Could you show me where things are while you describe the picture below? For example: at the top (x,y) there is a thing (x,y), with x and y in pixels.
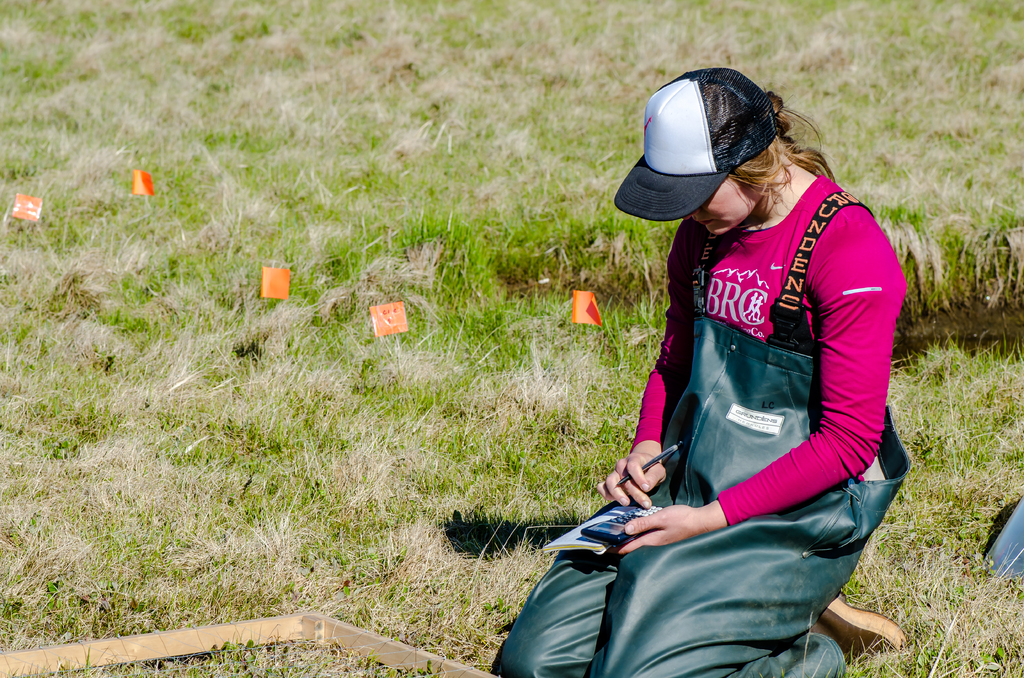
There is a lady (662,490) wearing a cap (673,163) is holding a book (571,544), calculator (603,525) and a pen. And she is in a kneel position. On the ground (343,342) there is grass (347,168). Also there are orange flags (270,274) on the ground (538,310).
